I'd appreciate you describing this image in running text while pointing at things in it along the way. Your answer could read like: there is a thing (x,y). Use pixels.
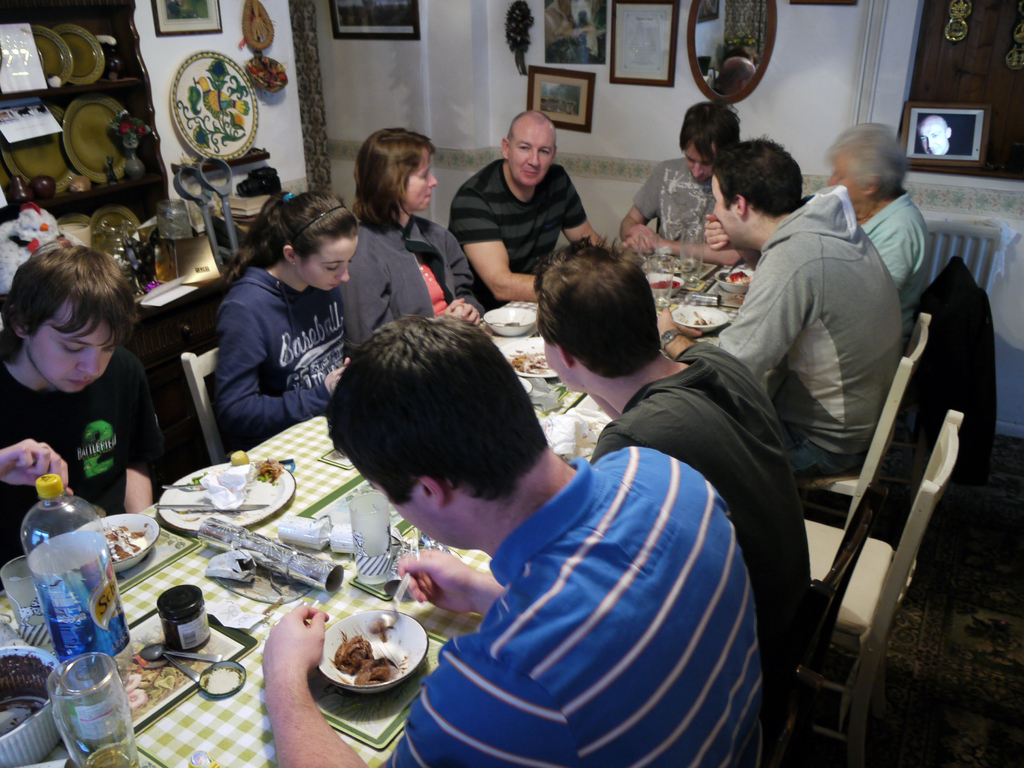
In this image I can see some people (737,192) are sitting on the chairs (802,505) around the dining table (377,609) and having some food (361,665). On the table (269,720) I can see one bottle (94,626), glasses (97,724), tray (227,650), spoons (165,655) and some bowls (335,630). In the background (787,71) I can see a wall (804,81) and there are some frames (565,55) to this wall (497,90). In this image there are two women (359,291). On the top left of the image (58,129) I can see a rack (92,192) containing some papers (9,134) and plates (103,145) in it.
